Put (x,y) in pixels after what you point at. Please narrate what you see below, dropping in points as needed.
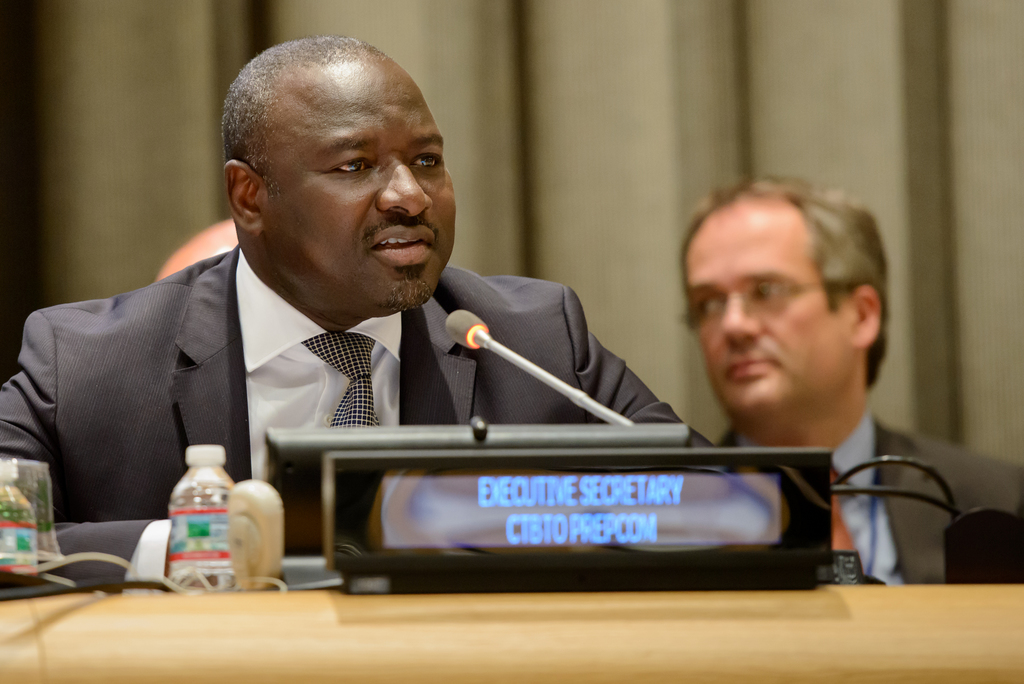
In this picture there is a person (378,406) talking. There is a microphone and there are bottles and there is a device (466,519) and there are wires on the table (564,600). At the back (872,527) there is a person (824,297) and there is a curtain (495,86).
